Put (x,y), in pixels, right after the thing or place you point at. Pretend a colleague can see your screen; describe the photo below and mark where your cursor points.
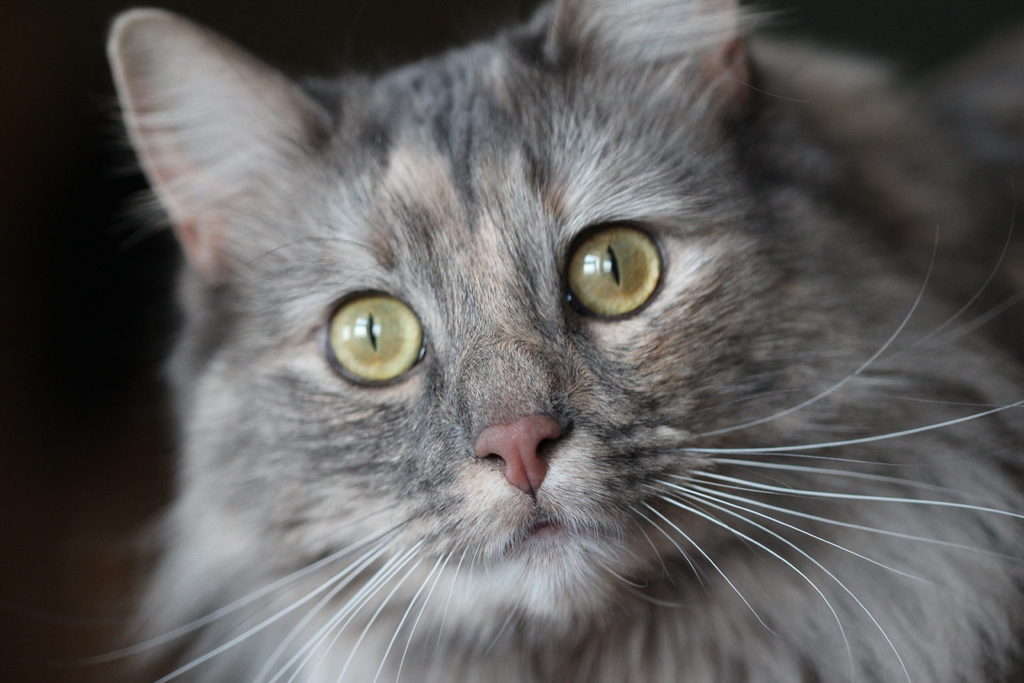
In the picture we can see a cat (406,613) which is gray in color and some part (496,570) white in color.
